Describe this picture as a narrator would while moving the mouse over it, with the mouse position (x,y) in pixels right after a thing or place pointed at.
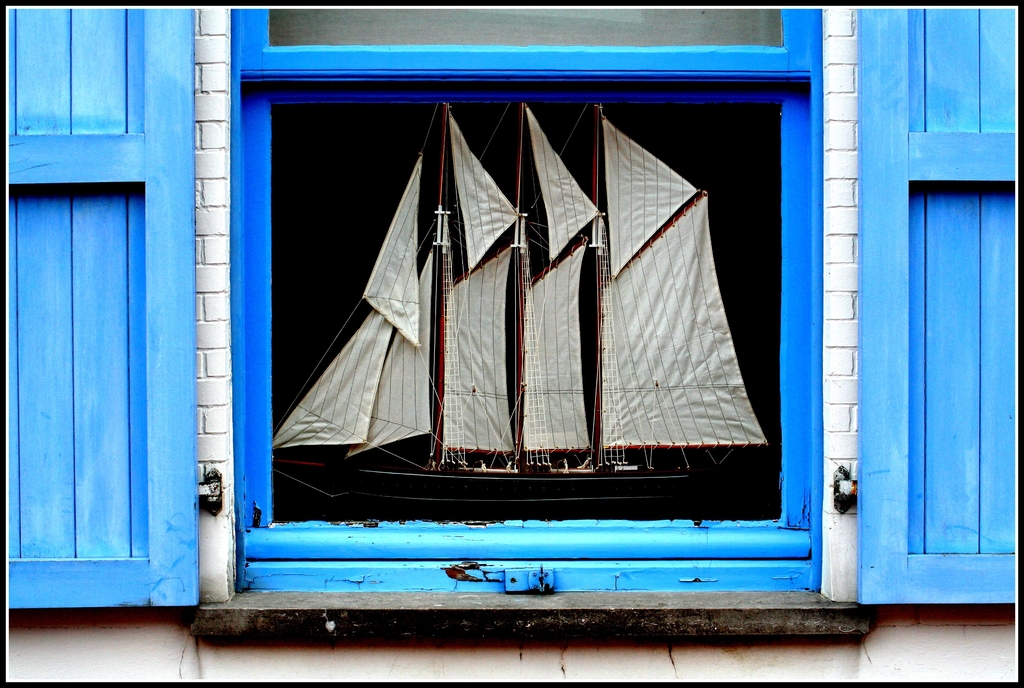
In this image I can see a window (805,310) and through the window (328,231) I can see a boat (309,380). I can also see blue colour doors (100,68) of the window (656,578).
